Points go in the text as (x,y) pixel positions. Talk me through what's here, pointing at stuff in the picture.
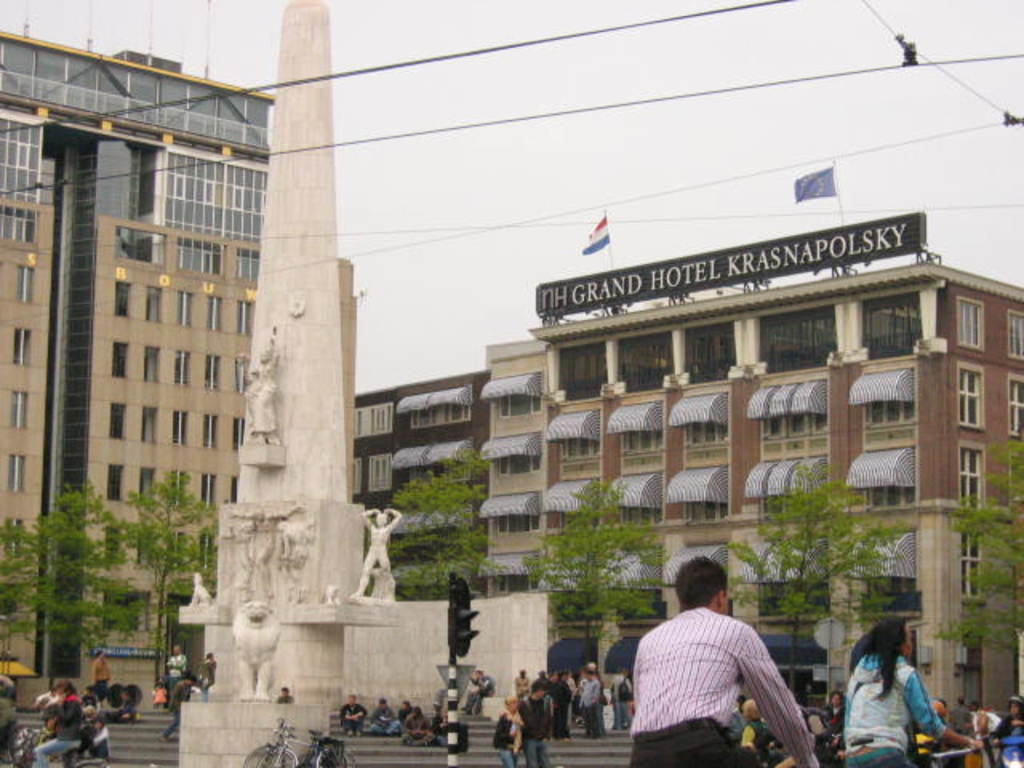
in this picture I can see buildings (665,532) and a tower (326,532) and I can see few statues (292,563) on the tower (336,572) and few people (508,718) standing and few are riding bicycles (924,753) and few are walking and few are seated on the stairs (407,750) and I can see trees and a pole (454,705) with traffic signal lights (463,650) and board (616,285) on the building (757,291) with some text (552,291) and couple of flags (599,236) and I can see cloudy sky (670,53) and I can see couple of bicycles (281,752) parked.
